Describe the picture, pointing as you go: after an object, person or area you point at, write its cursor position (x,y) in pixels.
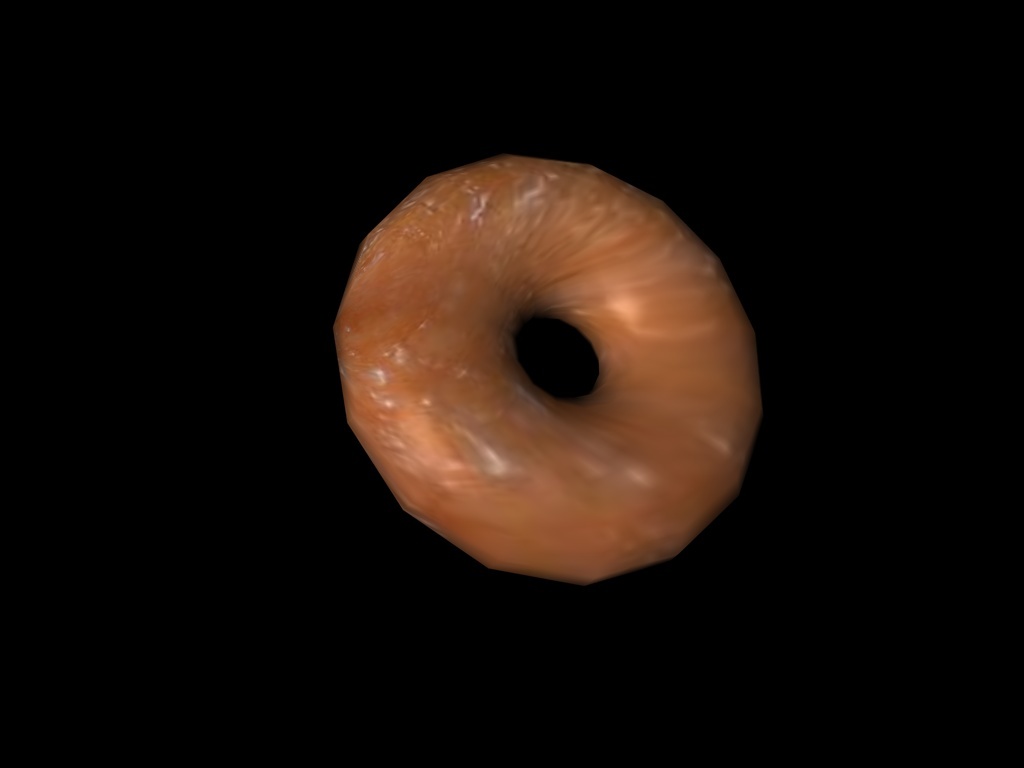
This image consist of a doughnut (600,388).
